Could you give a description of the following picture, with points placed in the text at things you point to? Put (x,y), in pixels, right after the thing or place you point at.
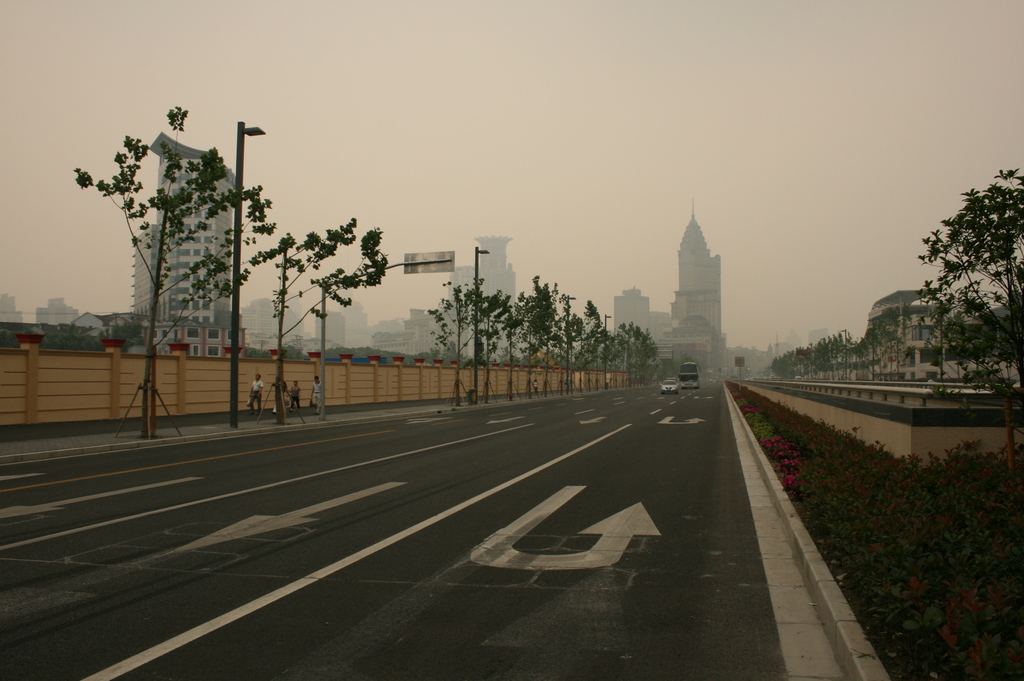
In the foreground (377,246) I can see flowering plants (872,487), fence (248,396), light poles (234,400), trees (1010,352) and vehicles (661,389) on the road (630,389). In the background (547,260) I can see buildings (914,316) and the sky (536,266). This image is taken may be on the road (426,558).
